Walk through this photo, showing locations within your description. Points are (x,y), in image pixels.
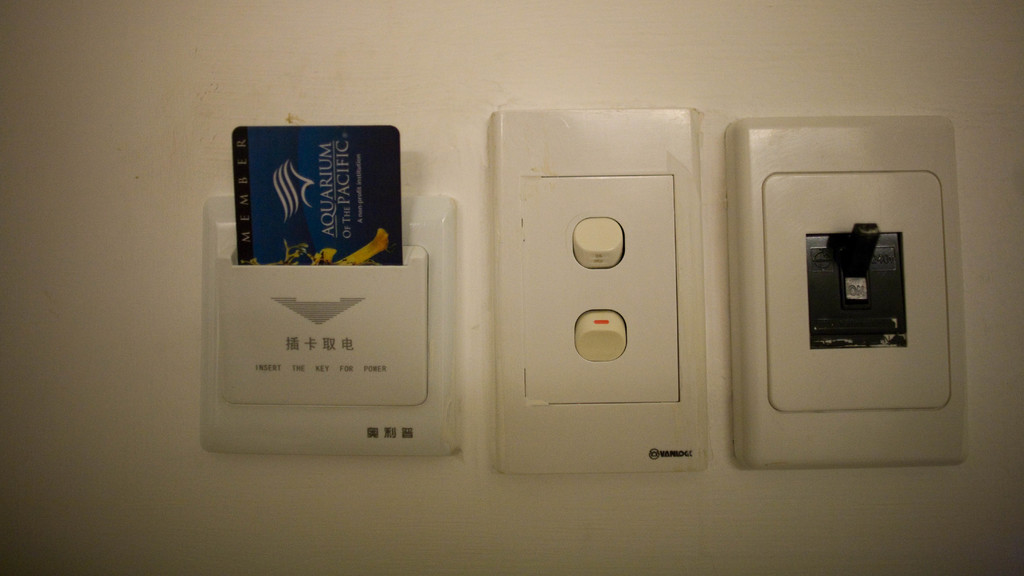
As we can see in the image there is a white color wall (115,392), member card (316,199) and switch board (642,345).
